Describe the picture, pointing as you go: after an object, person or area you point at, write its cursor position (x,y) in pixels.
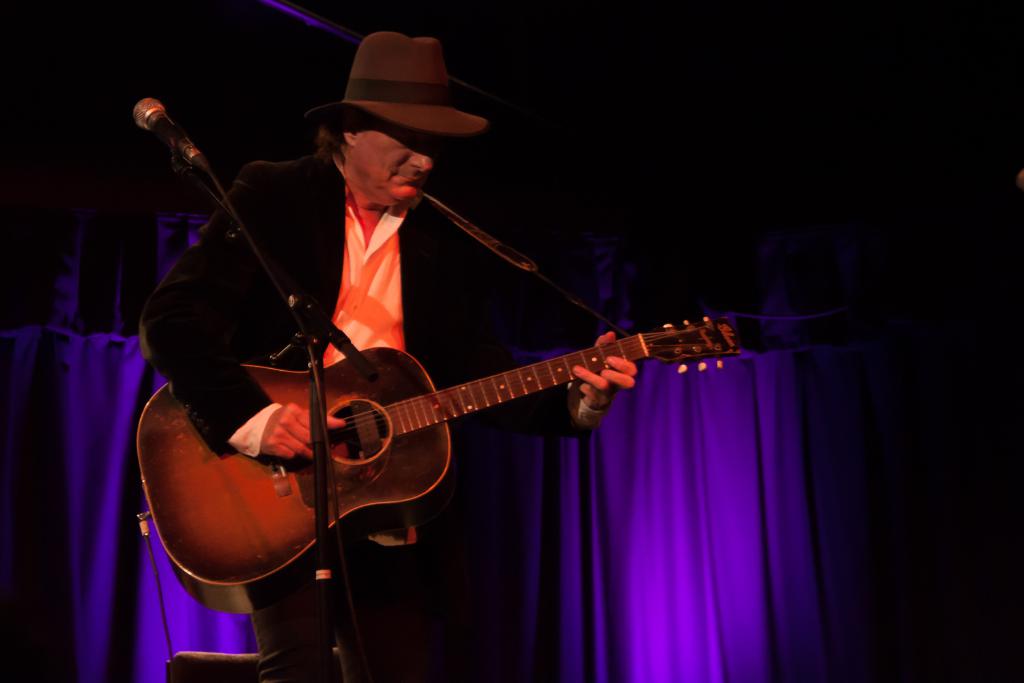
in this picture we can see a man (220,236) standing on the floor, and playing guitar (421,367) he is wearing a suit (304,249), and in front there is a microphone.
